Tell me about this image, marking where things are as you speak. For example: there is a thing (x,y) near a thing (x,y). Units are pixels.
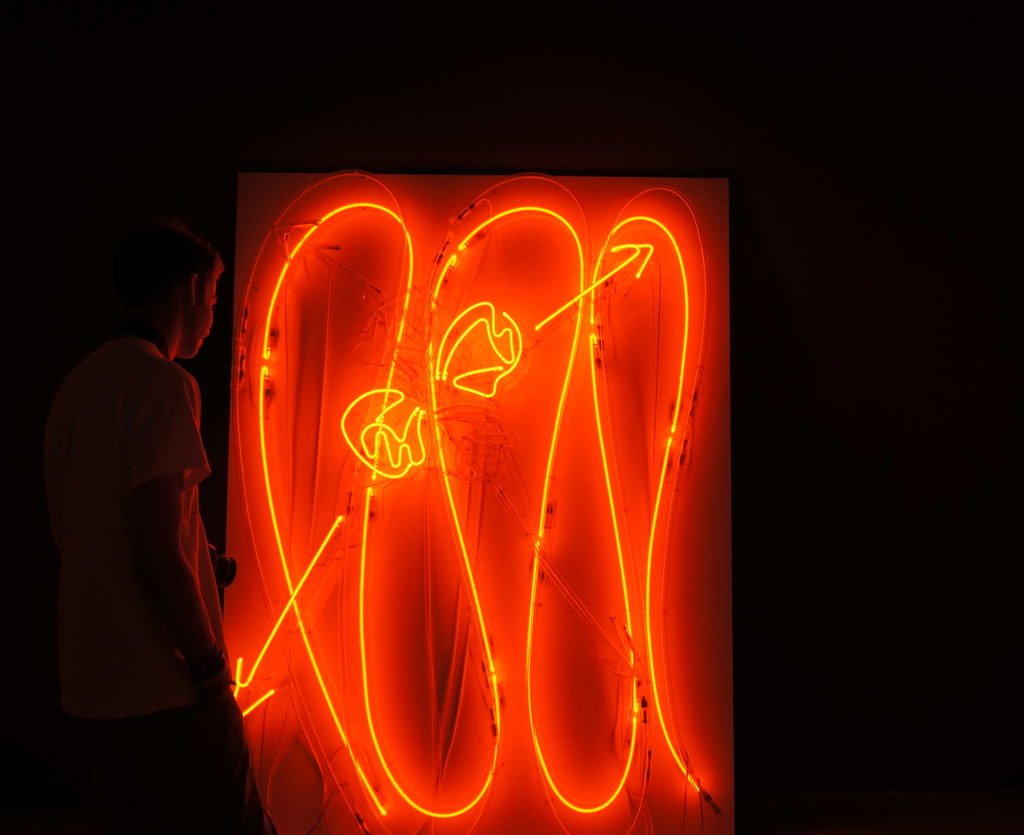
In the center of the image (352,357) we can see the neon lights (636,719). On the left side of the image (215,632) we can see a man (144,626) is standing. In the background (96,8), the image is dark.
